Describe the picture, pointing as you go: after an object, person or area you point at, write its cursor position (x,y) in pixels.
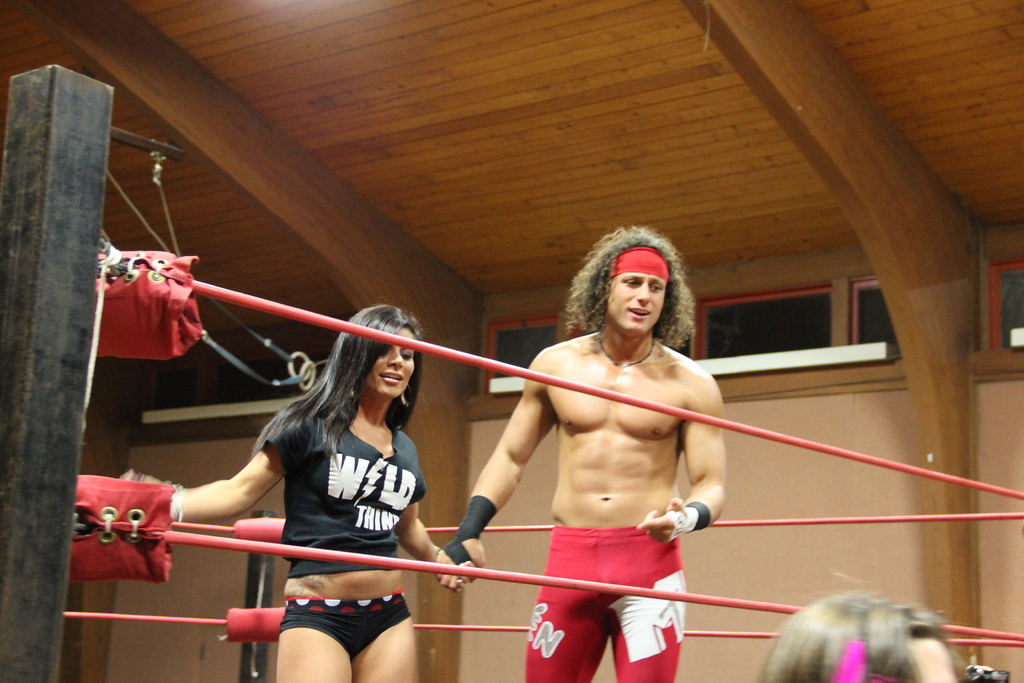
In this image there is a man (571,473) and a women (381,603) standing in a ring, around them there are ropes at the top (400,58) there is wooden ceiling (723,66).
